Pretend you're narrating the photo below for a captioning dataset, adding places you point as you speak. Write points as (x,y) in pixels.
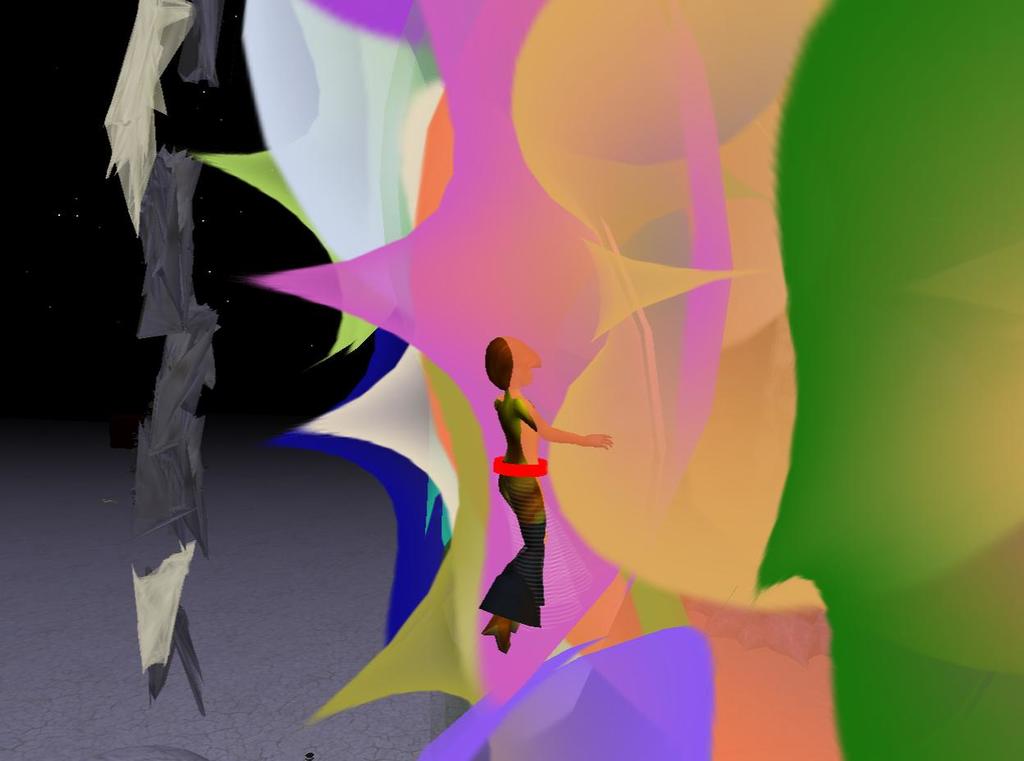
This is an animated image. In the image there are different shapes (445,292) with different colors. And also there is an animated person (534,601).
